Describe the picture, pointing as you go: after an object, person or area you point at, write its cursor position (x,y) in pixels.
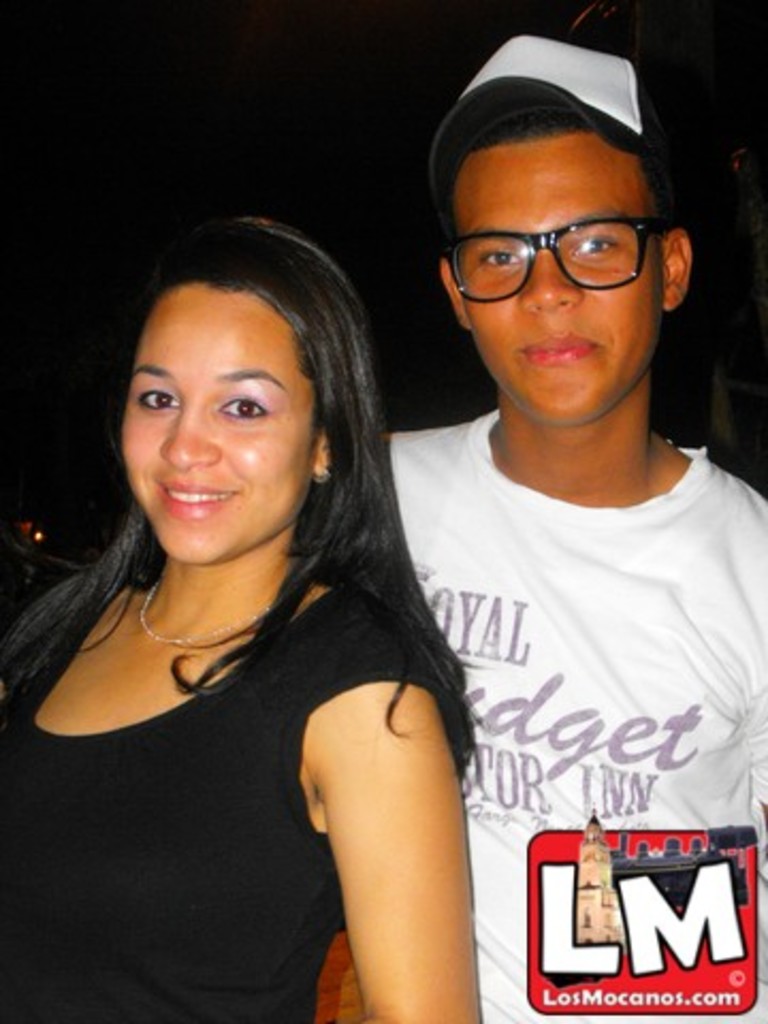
In this picture there is a man (703,478) who is wearing spectacle (475,237), cap (494,62) and white t-shirt (643,656). Besides him we can see a woman (180,572) who is wearing black dress (119,753). On the bottom right corner (582,841) there is a watermark (599,833). On the top left (83,126) we can see dark.
